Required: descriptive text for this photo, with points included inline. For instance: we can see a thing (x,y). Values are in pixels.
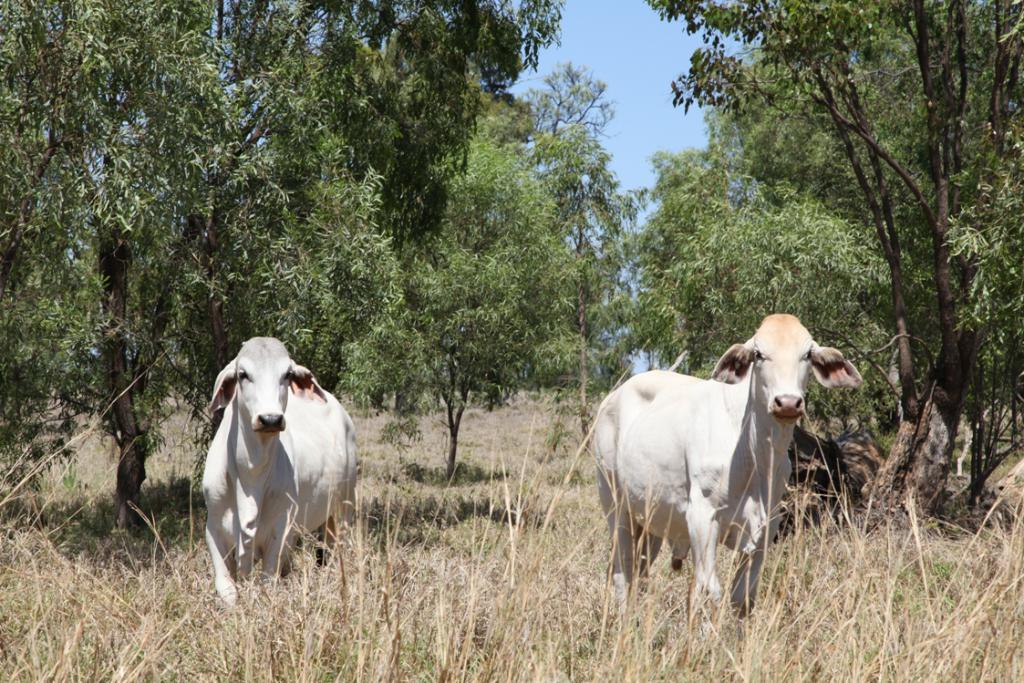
In this image I can see grass ground (489,478) and on it I can see two white colour cows (787,462) are standing. In the background (561,378) I can see number of trees (586,268) and the sky (626,100).
